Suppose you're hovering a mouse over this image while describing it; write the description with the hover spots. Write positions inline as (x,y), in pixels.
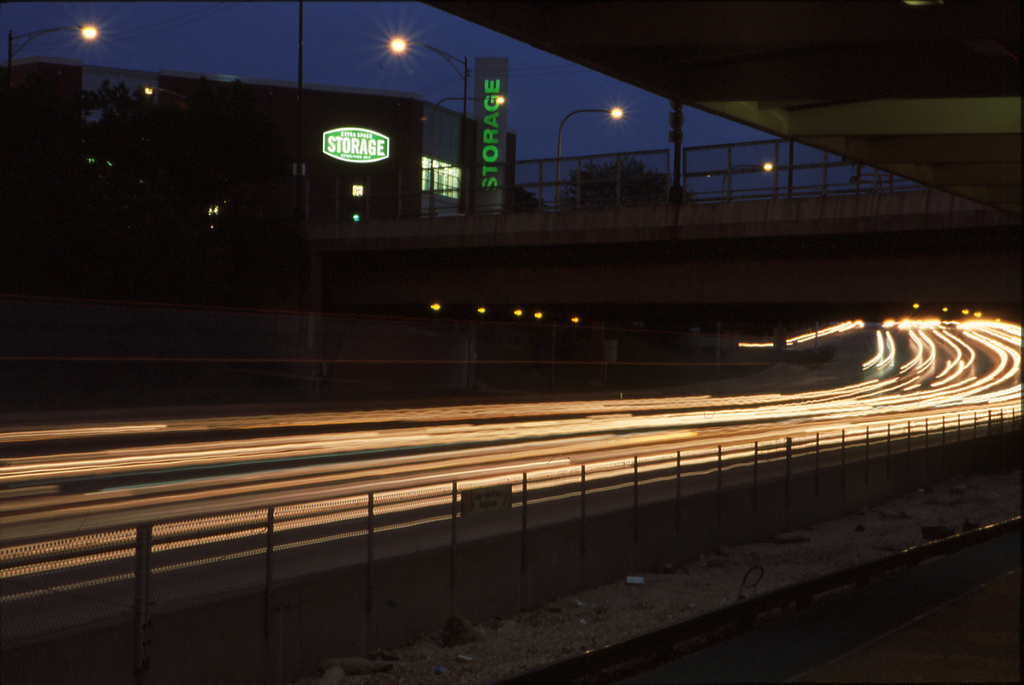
In this image we can see buildings (405,147), trees (90,207), vehicles (923,336) on road (279,461), fencing (98,578), flyover (822,220), traffic signals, lights (463,151) and sky (338,63).
